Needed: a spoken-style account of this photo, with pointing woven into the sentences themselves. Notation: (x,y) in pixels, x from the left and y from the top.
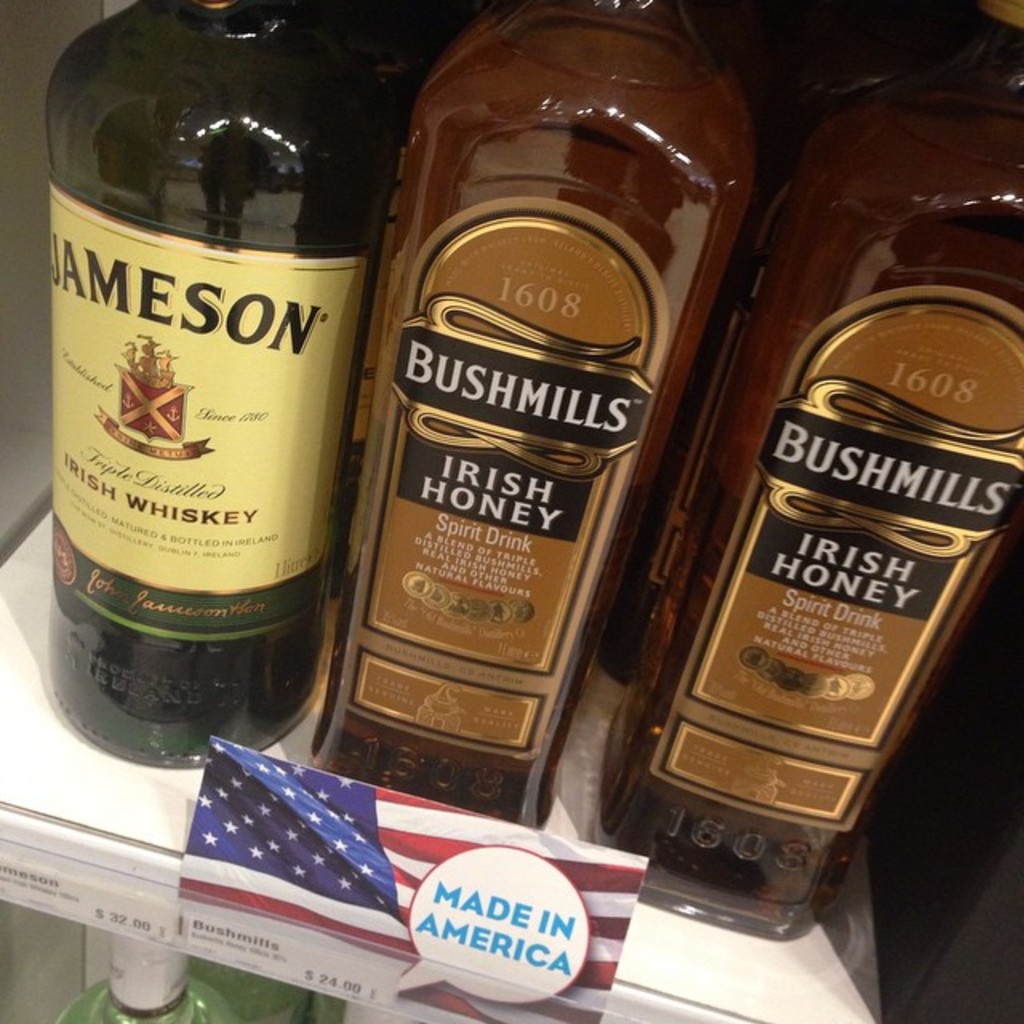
In this image there are three bottles (478,591) and that bottles (422,569) are filled with drink (700,798) and beside that bottles (654,821) there is one small flag (347,889).
